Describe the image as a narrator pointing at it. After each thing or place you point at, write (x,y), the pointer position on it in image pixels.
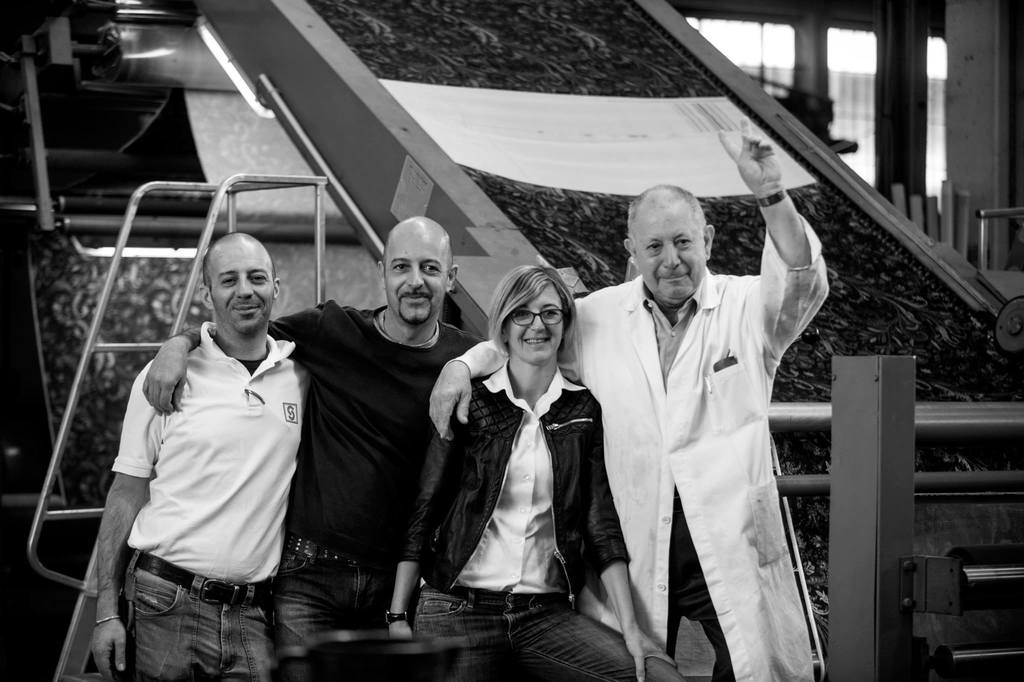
There are persons (340,311) in different color dresses (742,354), smiling and standing. In the background (222,40), there are other objects (722,88).
